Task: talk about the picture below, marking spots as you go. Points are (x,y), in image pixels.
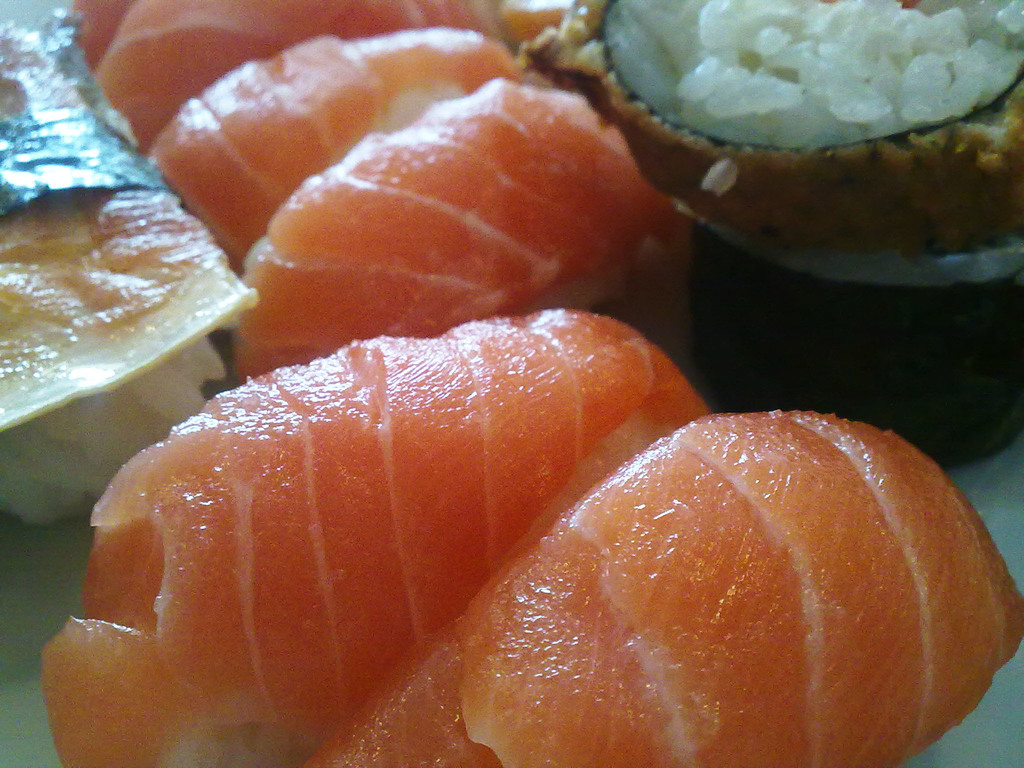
In this picture we can see food (392,382).
